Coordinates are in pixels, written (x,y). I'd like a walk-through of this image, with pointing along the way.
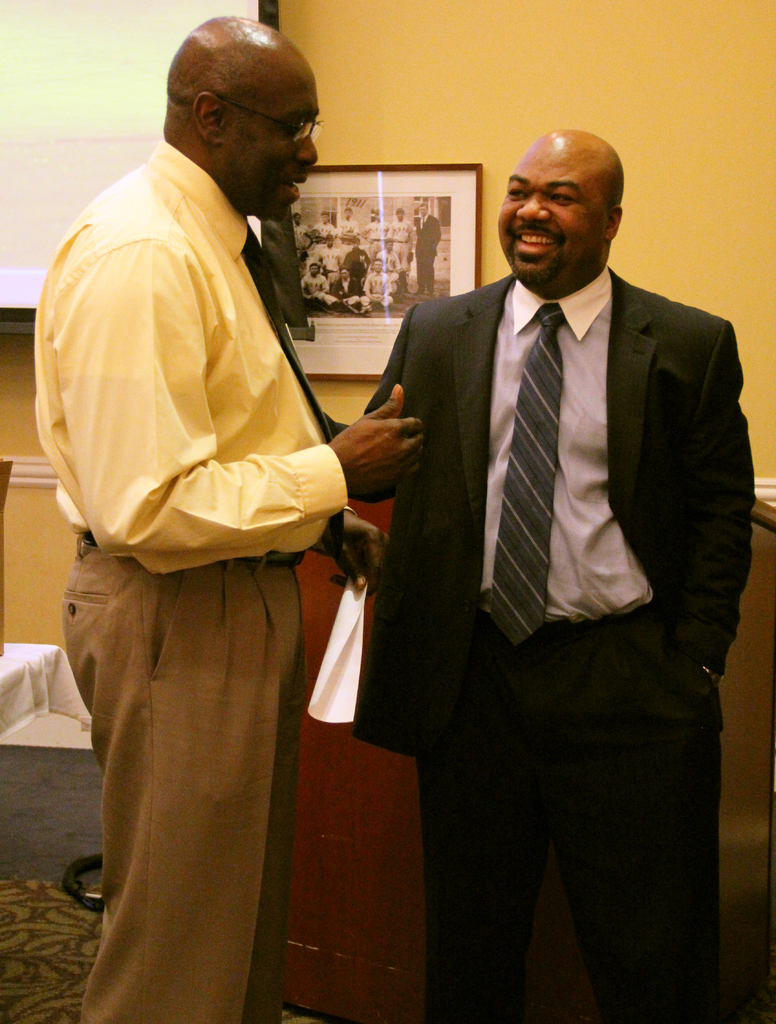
In the picture I can see a two persons (328,477) standing and there is a photo frame (399,197) attached to the wall (415,137) and there is a projector (114,70) in the background (114,126).
